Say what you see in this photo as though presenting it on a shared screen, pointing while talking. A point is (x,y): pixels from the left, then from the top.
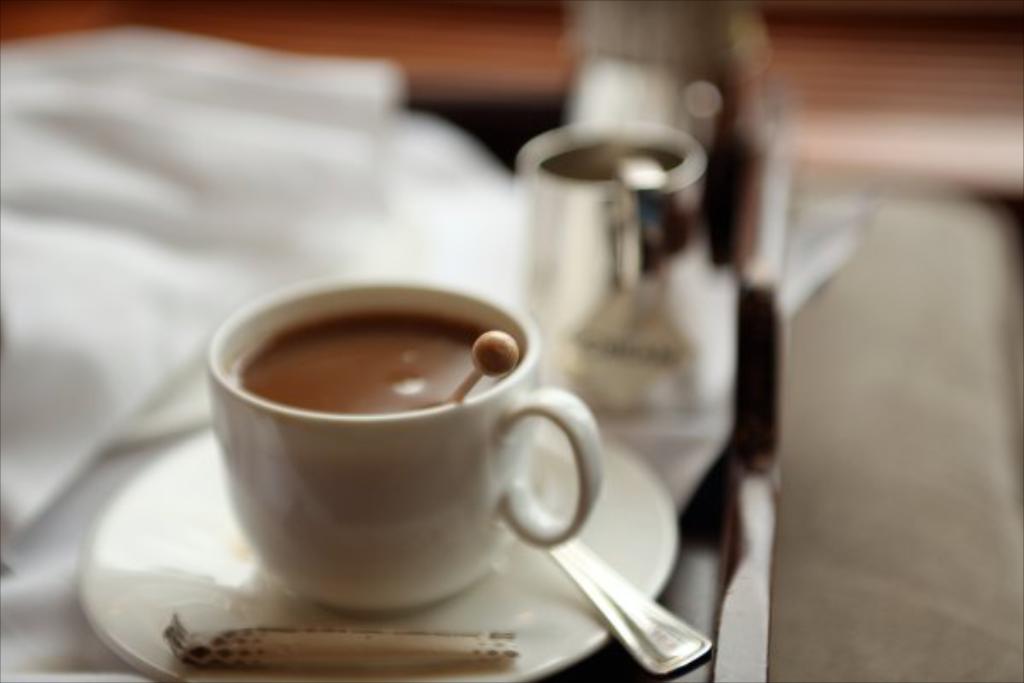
In this image there is a cup (310,459) and a saucer (205,607). The cup (368,489) is filled with drink (445,367) and a stick (486,346) is in it. Right side (752,591) a cup (636,294) is on the table (684,428) having a cloth (694,277). Background is blurry.
